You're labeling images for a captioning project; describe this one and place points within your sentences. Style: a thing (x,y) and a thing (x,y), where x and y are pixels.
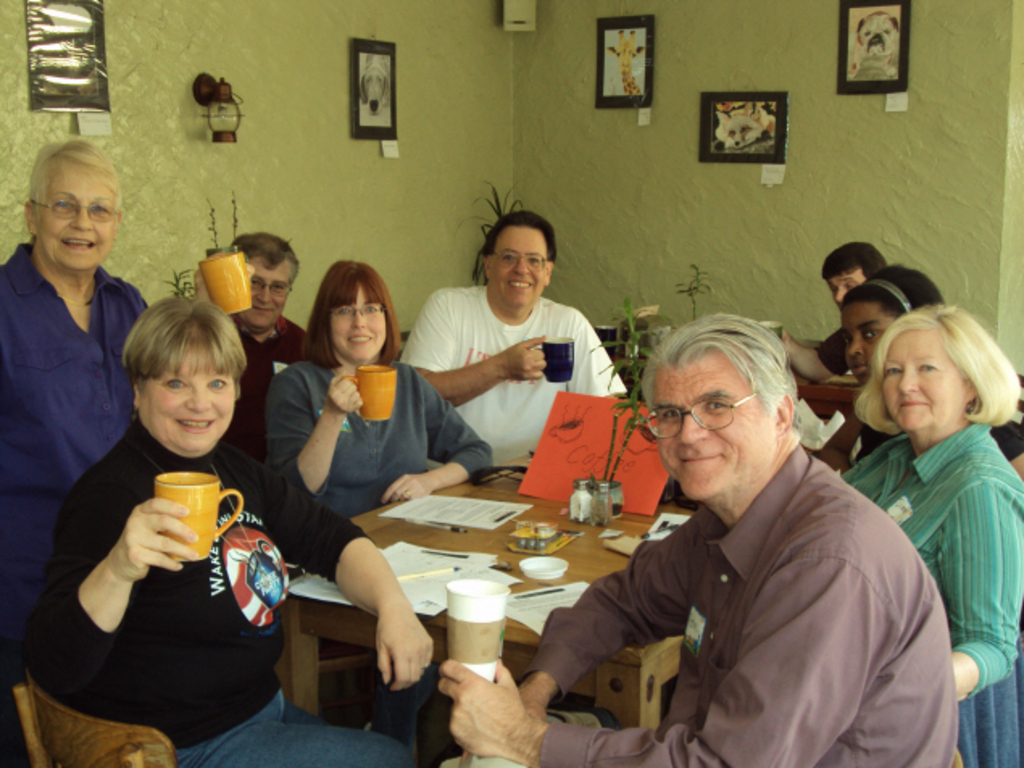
Here we can see a group of people (896,454) sitting on chairs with a table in front of them and most of them have cups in their hand (332,408) and most of them are smiling and there are portraits (371,75) of animals (887,50) behind the wall (436,163) present.
